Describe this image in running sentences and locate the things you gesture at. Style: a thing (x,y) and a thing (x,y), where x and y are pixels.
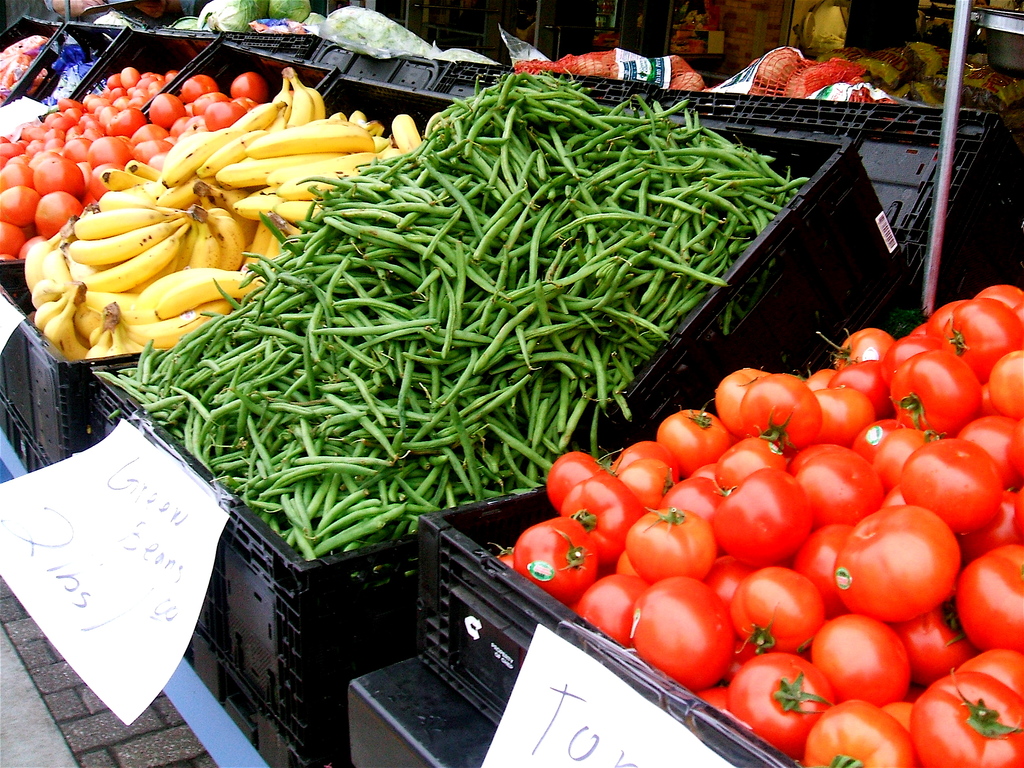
This pictures looks like a market (280,291). We see tomatoes (659,430), beans (453,337), Bananas (231,219) and couple of other fruits (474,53) and vegetables (21,58) in the baskets (629,84) and we see price boards (525,720) hanging to the baskets (80,375).
